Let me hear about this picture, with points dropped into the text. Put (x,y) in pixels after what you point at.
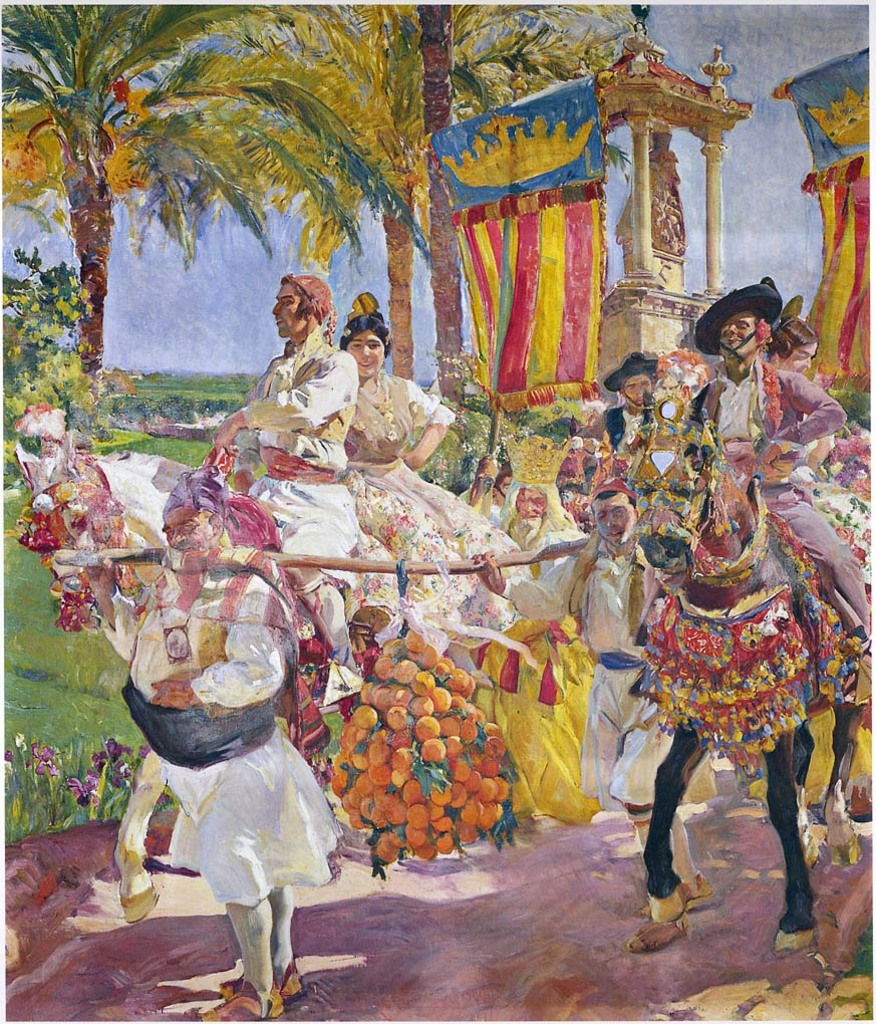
In this image I can see a painting (157,530), in the painting (157,530) I can see there are few people (369,433) visible on the horse (148,489), there are two people (278,558) holding a stick (154,561) on which there may be fruits (479,784) hanging, behind the persons (331,450) there are trees (43,394), the sky (120,335), flowering plant (73,392), stone structure (657,222) visible.
